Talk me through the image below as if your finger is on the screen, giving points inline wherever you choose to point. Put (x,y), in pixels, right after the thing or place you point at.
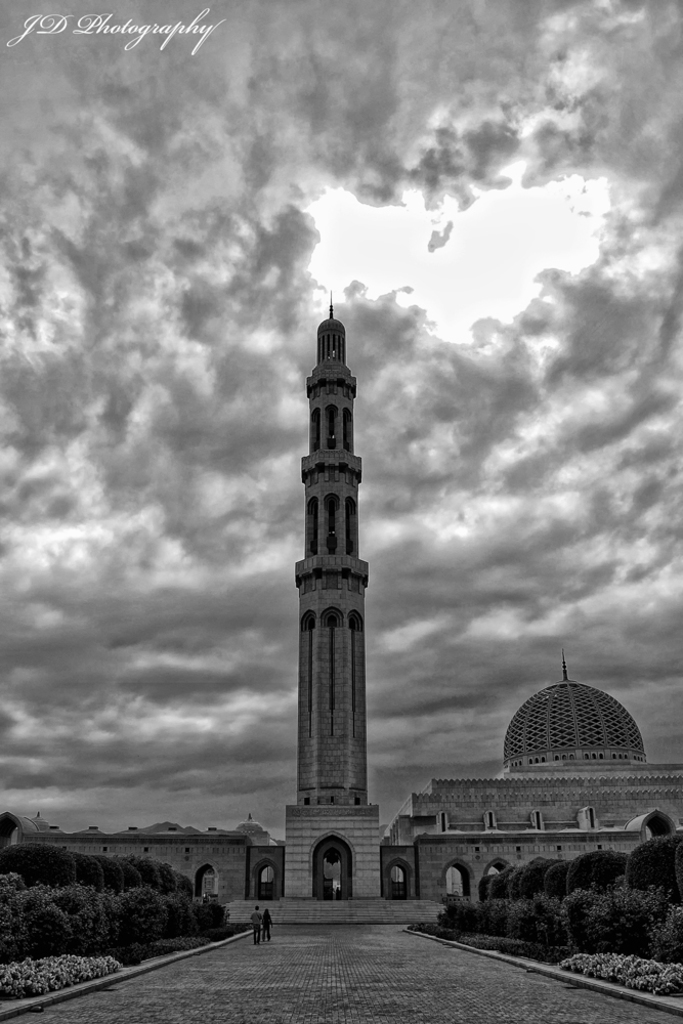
In this image I can see a path (300,962). I can see two persons (269,917) walking. I can see few trees (120,952). In the middle of the image (342,450) I can see a tower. I can see a building (437,843). At the top (365,133) I can see clouds (326,110) in the sky (366,256). At the top left hand corner (87,32) there is some text (189,28).
